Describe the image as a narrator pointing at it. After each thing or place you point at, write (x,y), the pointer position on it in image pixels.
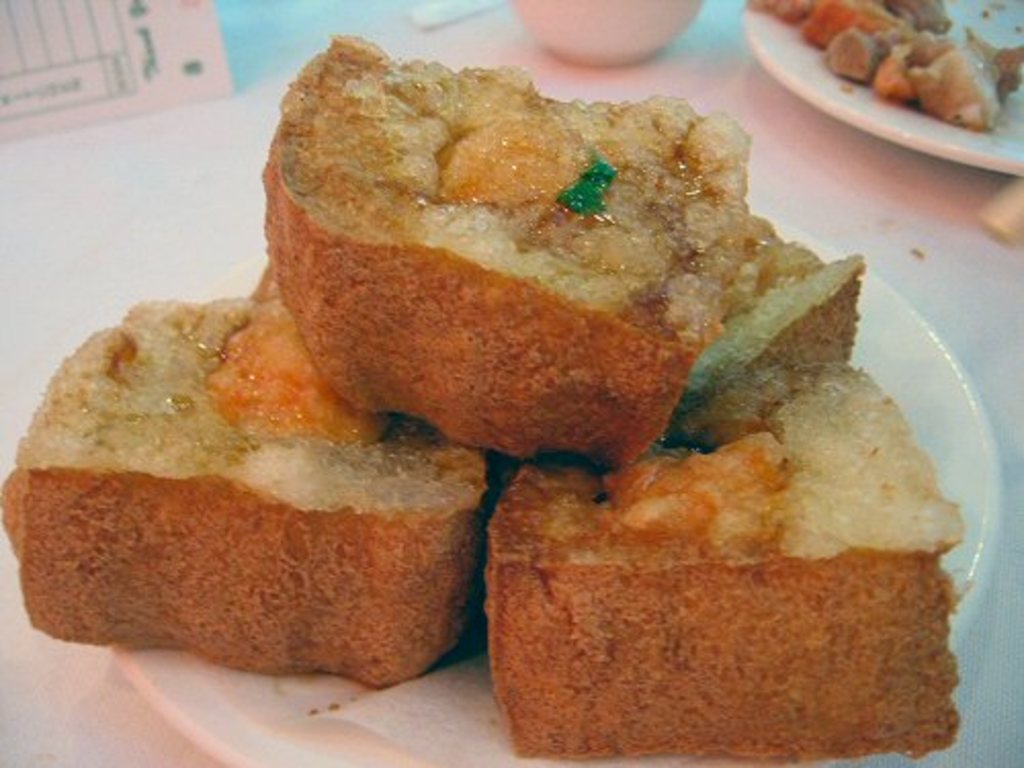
In this image we can see food items (469,489) on a plate (257,741) on the platform (252,43). At the top (5,100) we can see objects (647,34) and food item (826,20) in a plate (811,62) on the platform (932,221).
